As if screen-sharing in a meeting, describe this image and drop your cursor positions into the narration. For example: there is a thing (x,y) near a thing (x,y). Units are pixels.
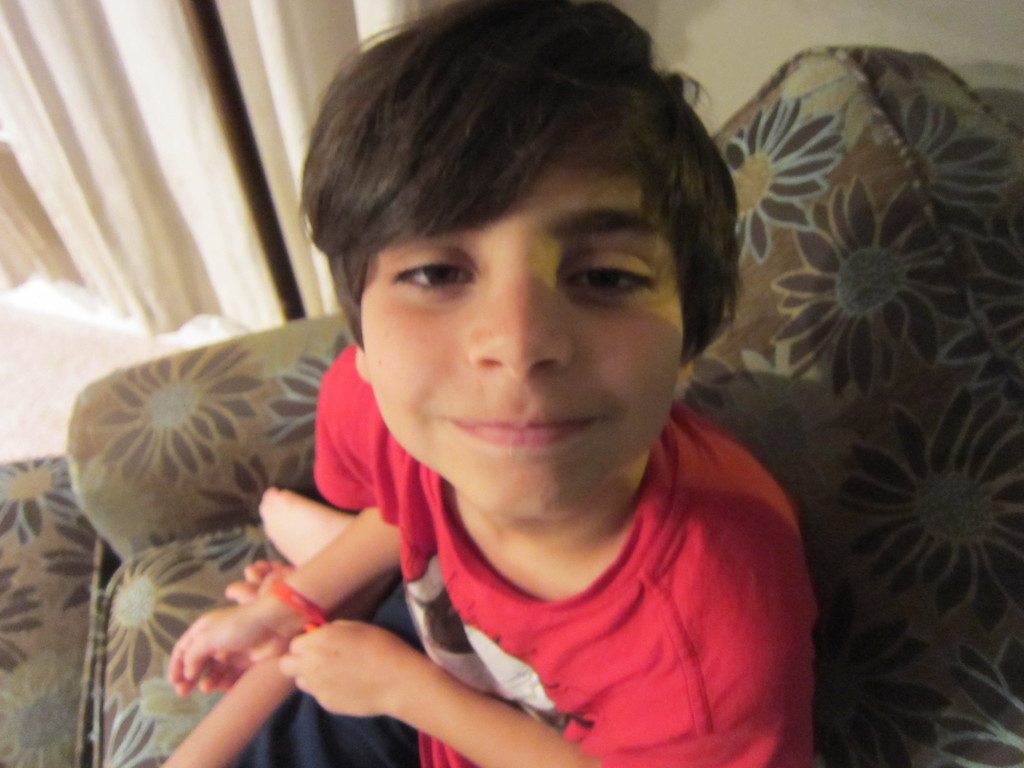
In the foreground of this image (564,518), there is a boy (519,551) sitting on sofa (861,413). In the background (791,24), there is a wall (774,18) and a curtain (245,49).
